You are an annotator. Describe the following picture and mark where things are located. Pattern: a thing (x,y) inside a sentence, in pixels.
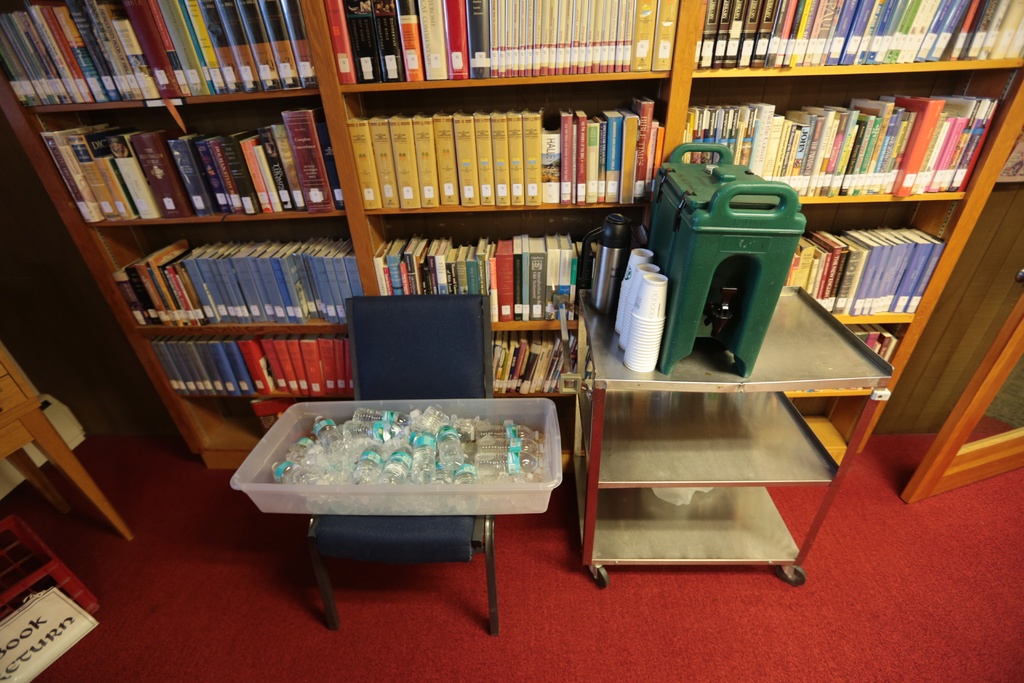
We can see flask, cups (646,289) and a machine (736,250) on a cart wheel stand (667,398) and there are water bottles (368,459) in a plastic box (392,492) on a chair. There are books (328,189) on the racks (286,216). On the left (40,542) we can see a small board (6,622), box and a wooden object (23,431). On the right (960,468) we can see a door (961,446).
